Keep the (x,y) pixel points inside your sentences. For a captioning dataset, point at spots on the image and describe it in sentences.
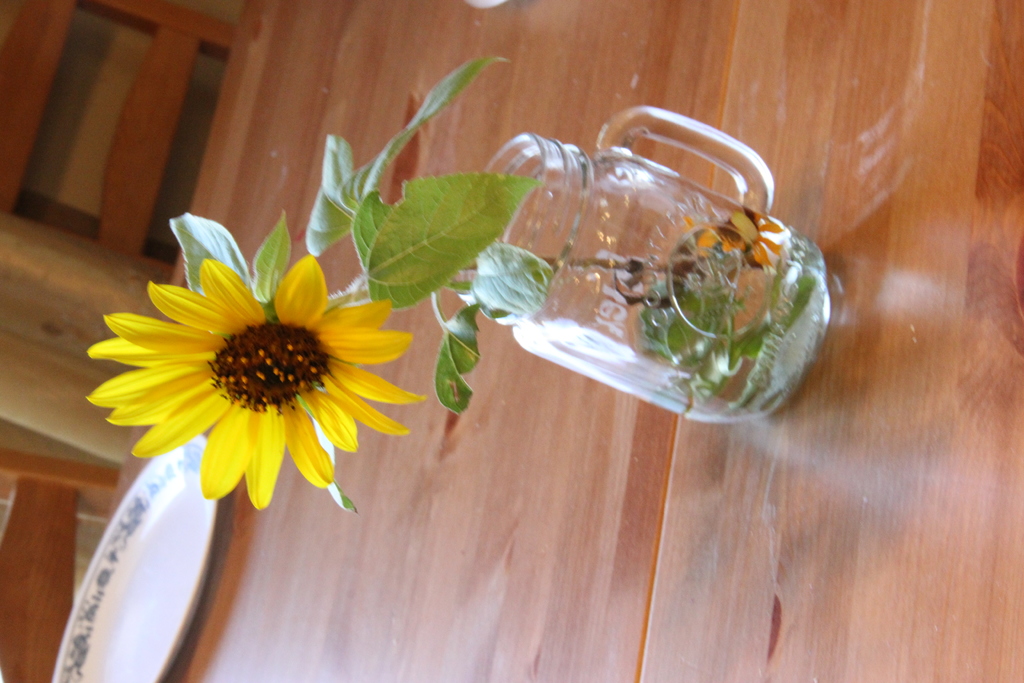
This is a rotated image. In this image there is a sunflower (290,301) with leaves (439,274) are in the jar (597,251) and a plate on a wooden table (603,453), in front of the table (725,657) there are two chairs (44,578).
